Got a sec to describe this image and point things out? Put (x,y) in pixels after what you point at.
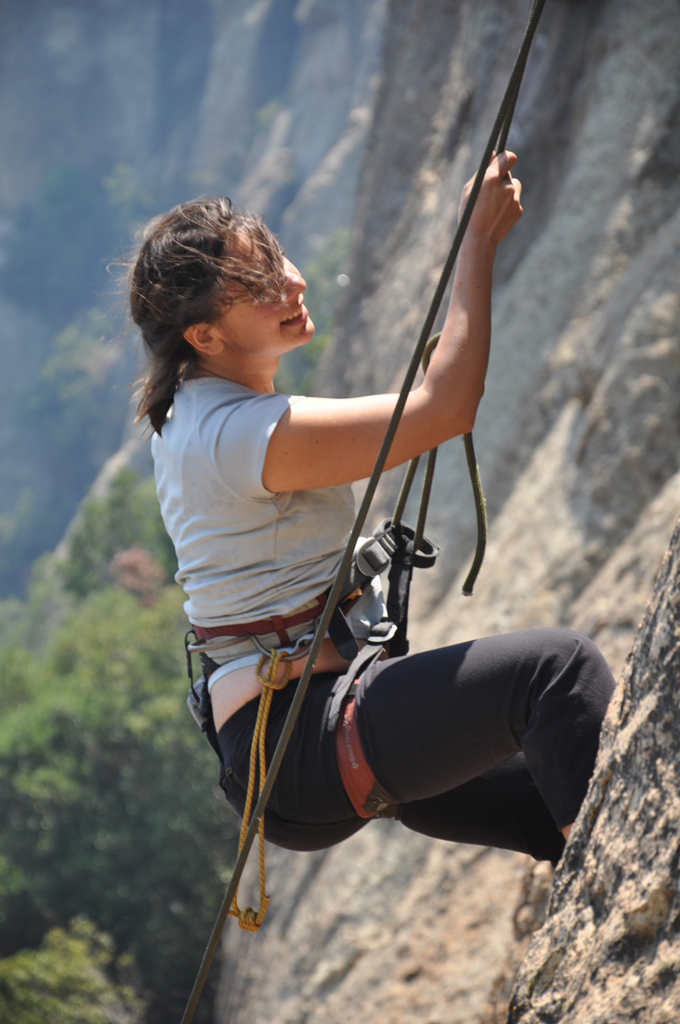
In this image there is a girl (206,566) who is climbing the hill (618,253) by holding the rope (314,655). The ropes (399,510) are tied to the belt (347,646). In the background (120,623) there are trees (97,727) and stones (214,109).
